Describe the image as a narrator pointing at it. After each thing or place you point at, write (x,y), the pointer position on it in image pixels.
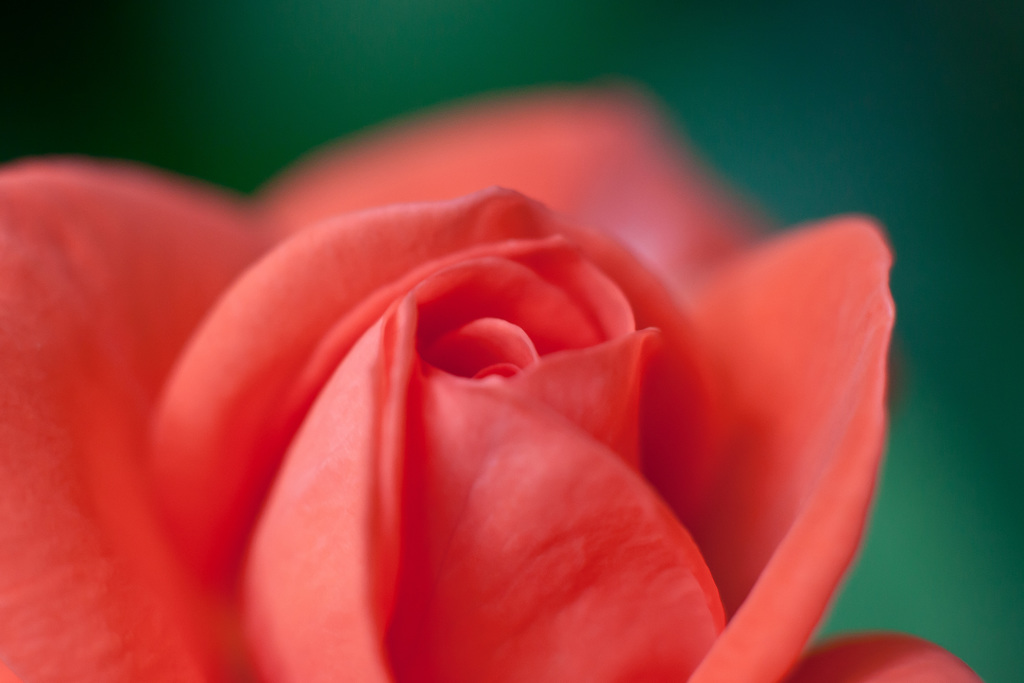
In the image there is a orange rose flower (434,350) and the background (925,175) is blurry.
